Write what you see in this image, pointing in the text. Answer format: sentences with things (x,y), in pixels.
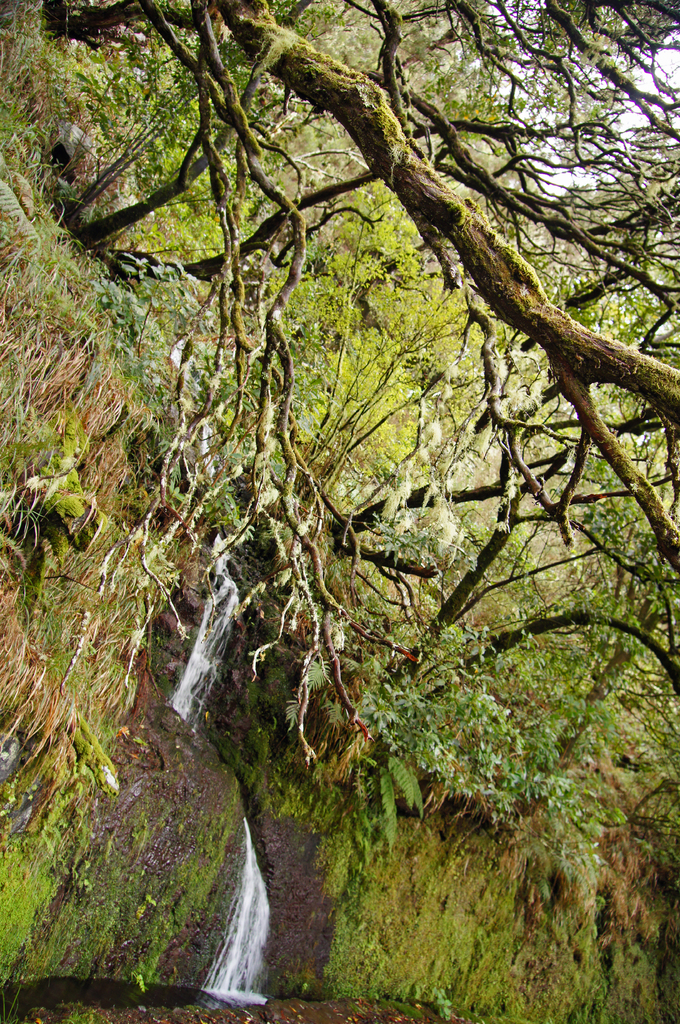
In this image we can see a group of trees (328,496), plants (457,707) and the grass (5,714). In the middle (233,603) we can see the waterfall (217,656). In the top right (622,65), we can see the sky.
